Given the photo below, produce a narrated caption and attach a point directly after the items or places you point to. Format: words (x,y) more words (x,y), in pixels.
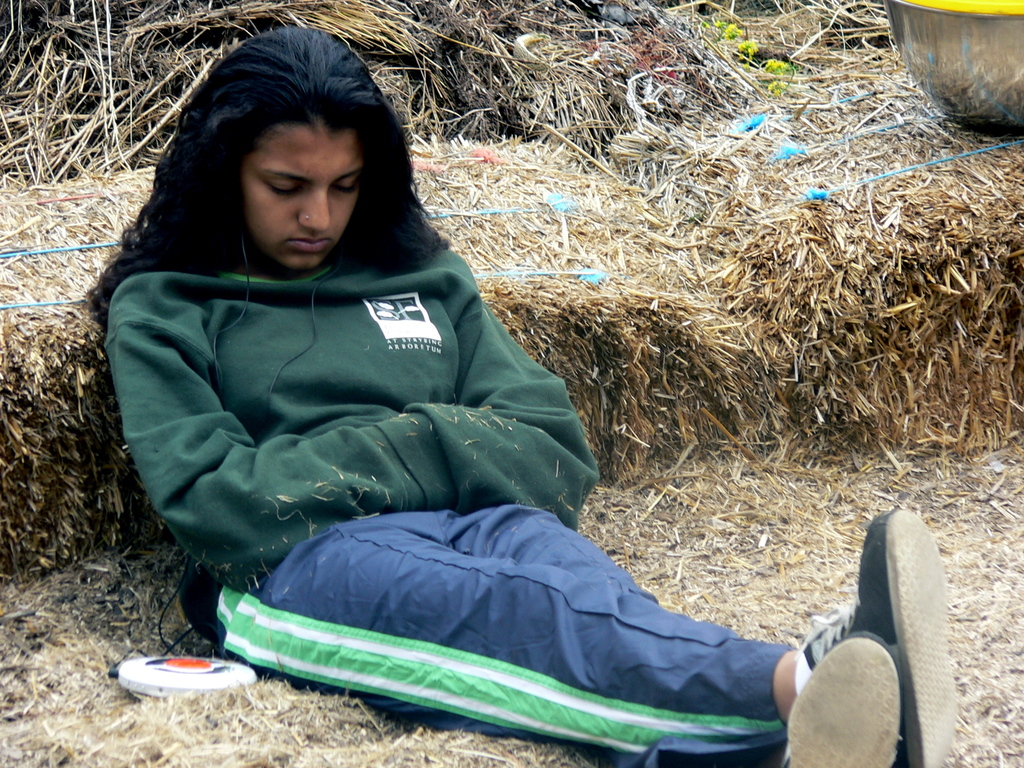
In this image we can see a woman (475,425) sitting on the ground (672,588) and wearing earphones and we can see some dry grass (656,248) in the background (805,429) and there are some other objects (788,145).
